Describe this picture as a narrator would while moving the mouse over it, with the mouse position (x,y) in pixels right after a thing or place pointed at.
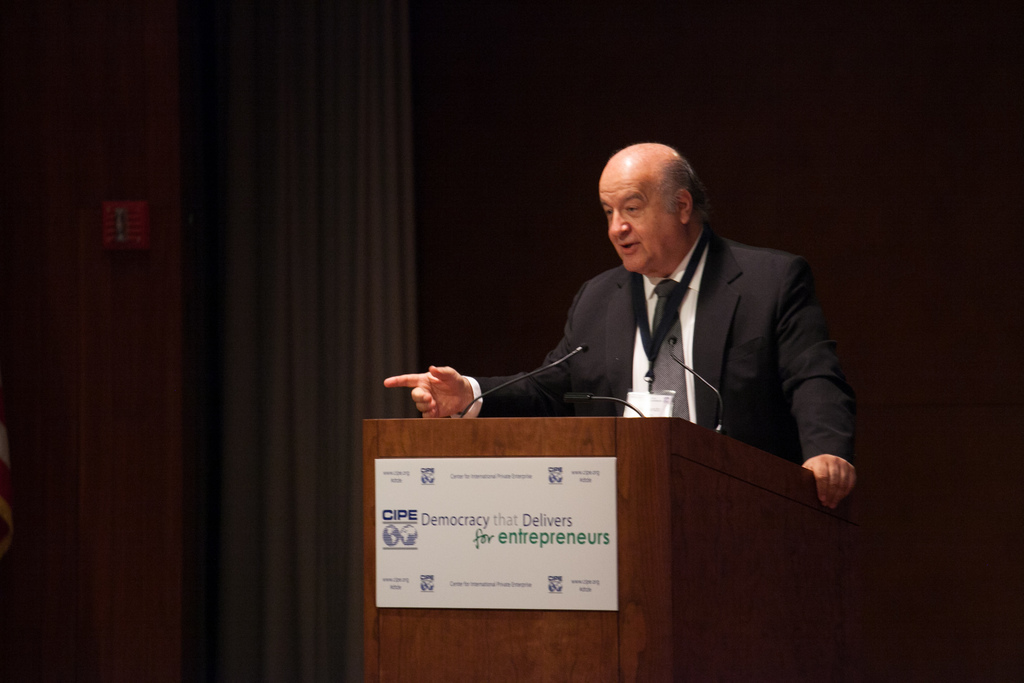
In this picture I can see a man (534,406) standing near the podium (547,423), there is a board (610,601), there are mikes (579,398), and in the background (492,118) there is a wall (571,140) and some other objects (300,214).
